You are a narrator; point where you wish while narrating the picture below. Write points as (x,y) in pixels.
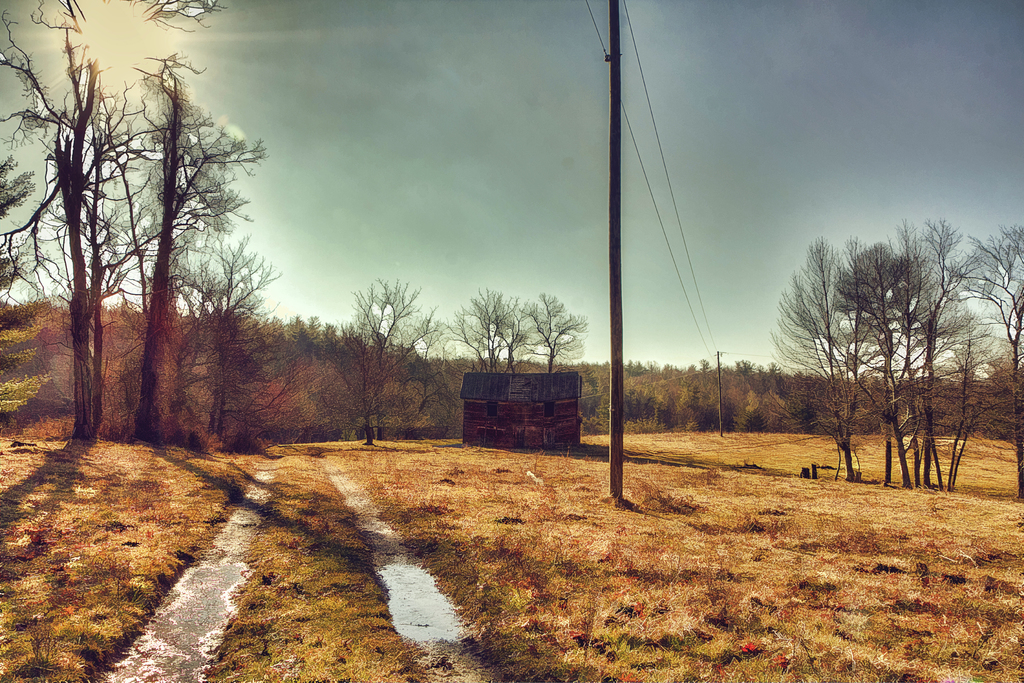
In this image I can see few electric poles (619,423). I can also see a house (519,399), background (730,342) I can see few dried trees (893,416) and few trees (588,407) in green color and the sky (404,181) is in white and blue color.
